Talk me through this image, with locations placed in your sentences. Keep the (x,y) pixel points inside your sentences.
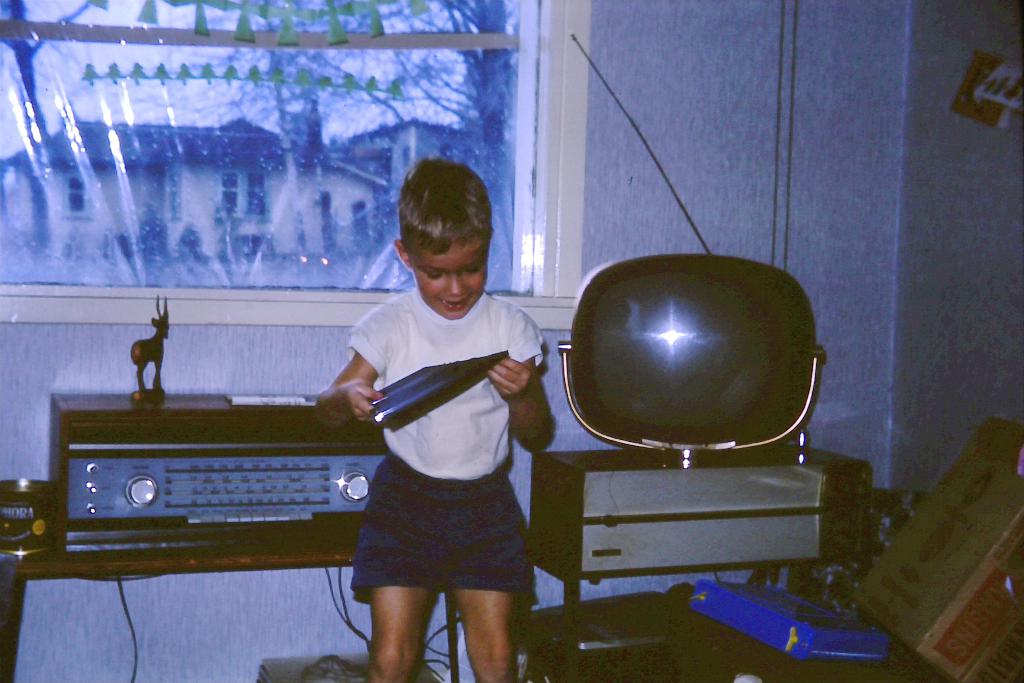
There is a boy (455,448) wearing a white T-shirt (460,465) and blue short (450,542) standing. This is a table (157,563) with a radio (225,482) placed on it. This looks like a television (704,386) is placed on a small table (723,482). At the right corner of the image (940,563) I can see a card board (966,559) and a small toy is placed above the radio (183,406). At the background (267,290) I can see a window (337,150).
